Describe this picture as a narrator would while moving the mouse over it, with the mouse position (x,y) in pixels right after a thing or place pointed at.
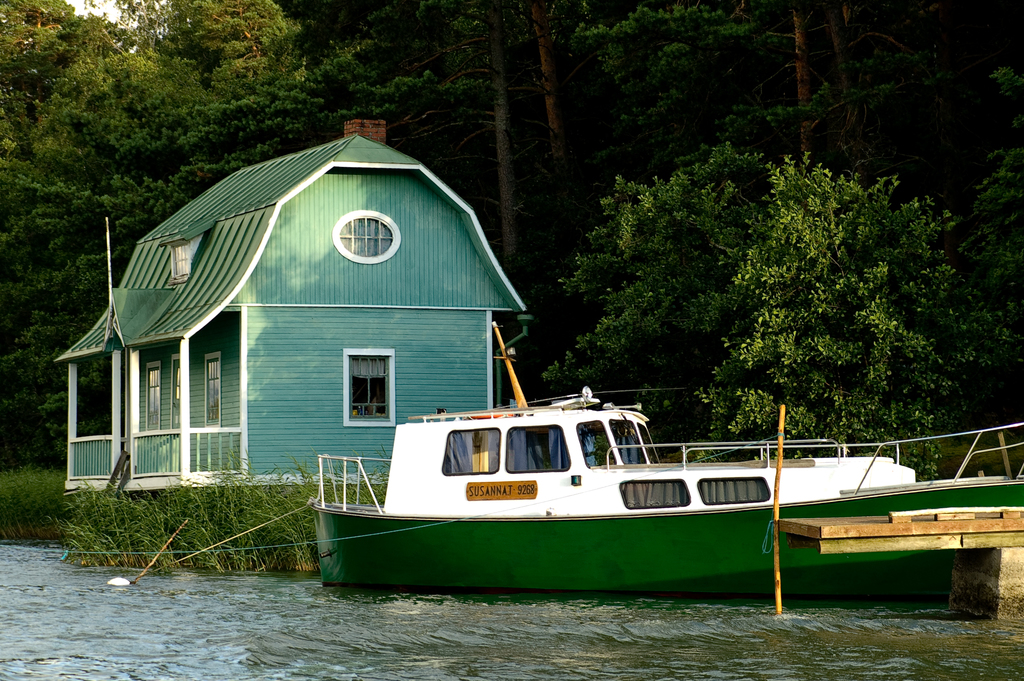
In this picture we can see a boat (522,564) on the water (211,653) and behind the boat (479,538) there is a house (338,303), grass (222,504), trees (113,77) and a sky (106,10).
